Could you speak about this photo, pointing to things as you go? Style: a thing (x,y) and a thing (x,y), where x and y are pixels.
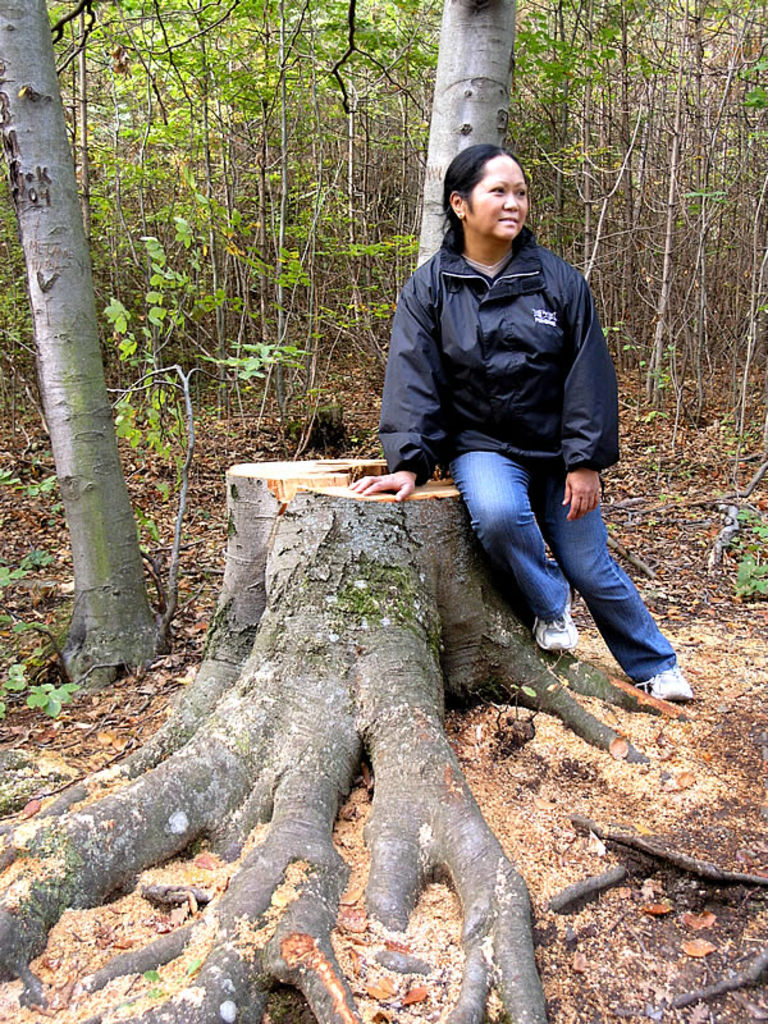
In this picture there is a woman (502,323) who is wearing black jacket (489,350), t shirt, jeans (495,541) and she is sitting on this wood (387,507). In the background (749,181) we can see many trees (613,155). At the bottom (658,889) we can see the leaves (753,1011).
